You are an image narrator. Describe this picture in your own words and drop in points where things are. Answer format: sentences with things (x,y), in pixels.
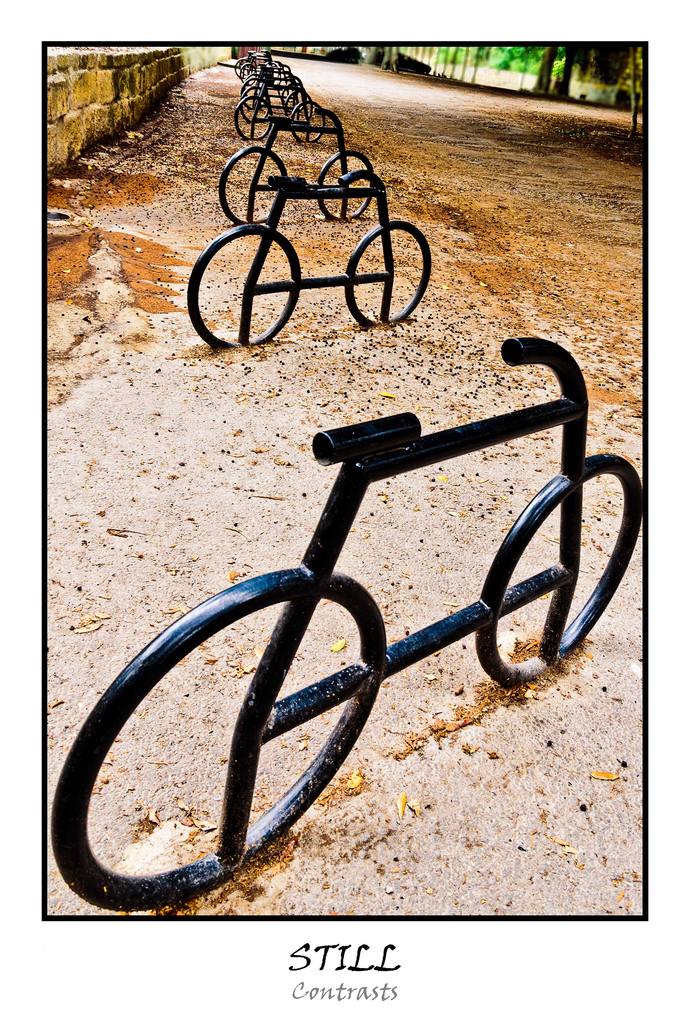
In this picture we can see few metal rods (236,220) and trees (596,63), at the bottom of the image (330,996) we can find some text (299,992).
